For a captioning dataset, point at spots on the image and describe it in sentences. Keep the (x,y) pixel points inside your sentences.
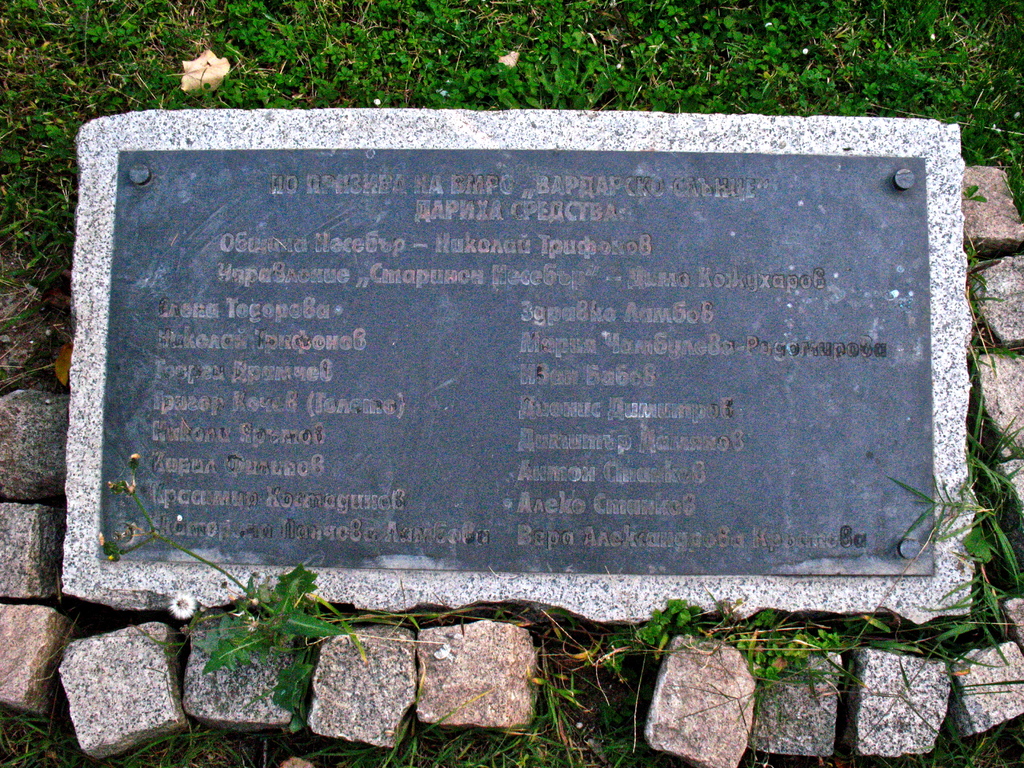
In this image there is a stone board (881,387) with text (588,482) and it is placed on the grass (567,742). Image also consists of stones (1005,287).
